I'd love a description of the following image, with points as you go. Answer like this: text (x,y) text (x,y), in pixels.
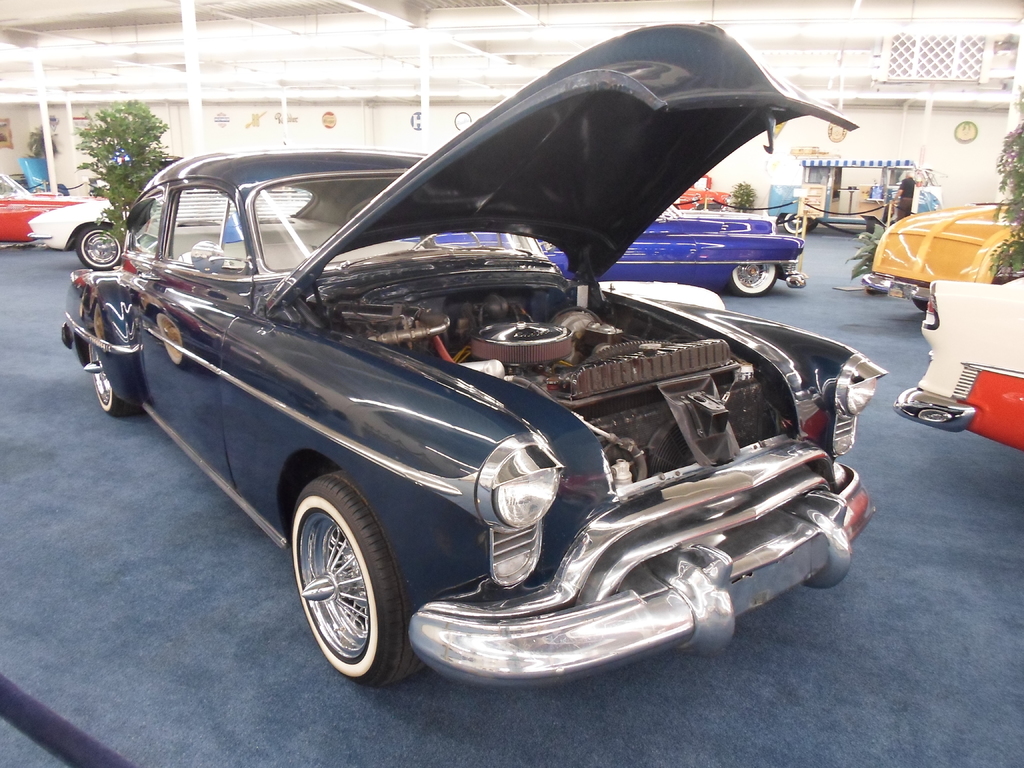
In this image I see number of cars (645,271) which are colorful and I see the path (811,281) which is of blue in color and I see number of plants (129,167). In the background (180,106) I see the wall (895,117).
